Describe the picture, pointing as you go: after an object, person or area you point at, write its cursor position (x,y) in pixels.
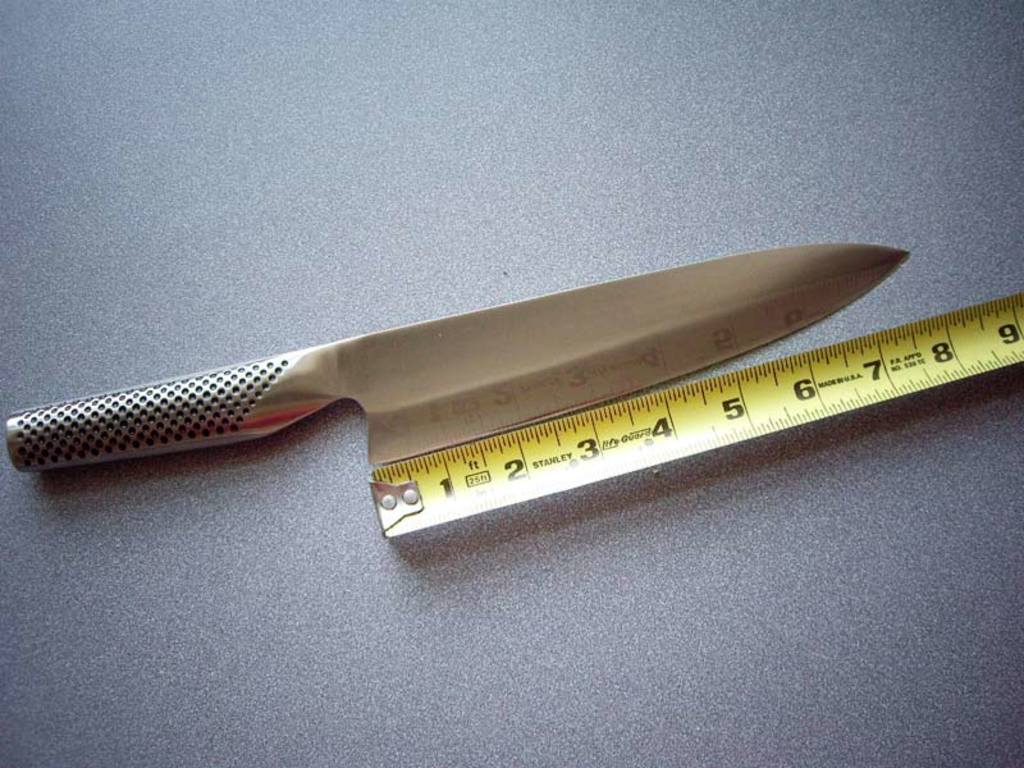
In this image we can see a knife (603,342) and a measuring tape (617,425).
